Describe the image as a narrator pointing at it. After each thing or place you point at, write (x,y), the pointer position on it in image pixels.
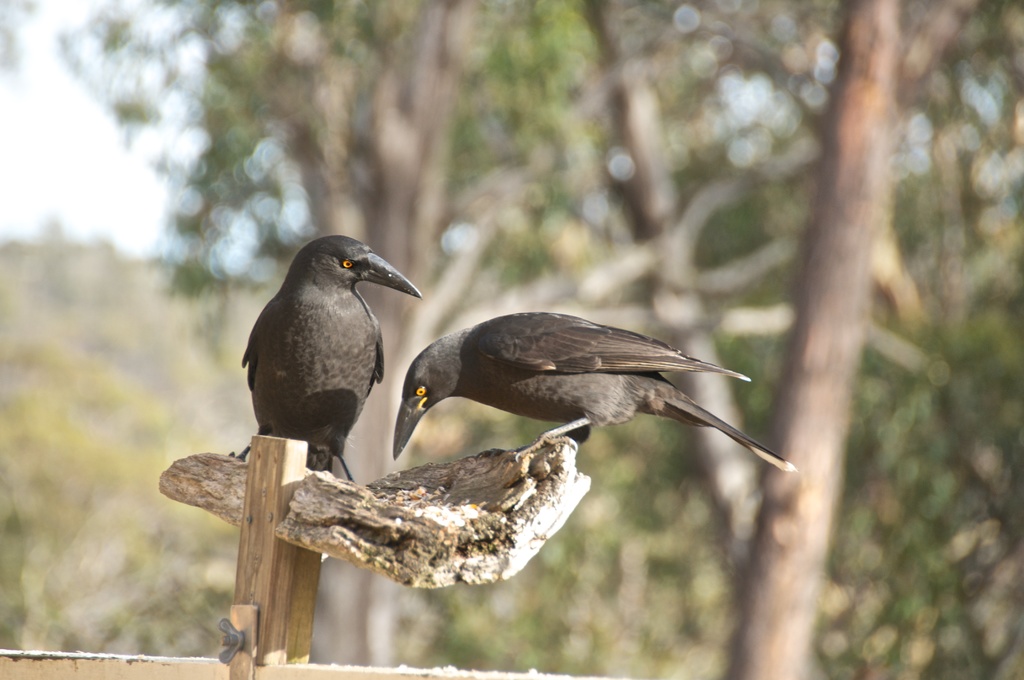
In this image I can see two birds (322,404) on the wooden surface (334,528). These birds (350,380) are in black color. In the background (362,168) there are many trees (227,192) and the sky (145,173) but it is blurry.
